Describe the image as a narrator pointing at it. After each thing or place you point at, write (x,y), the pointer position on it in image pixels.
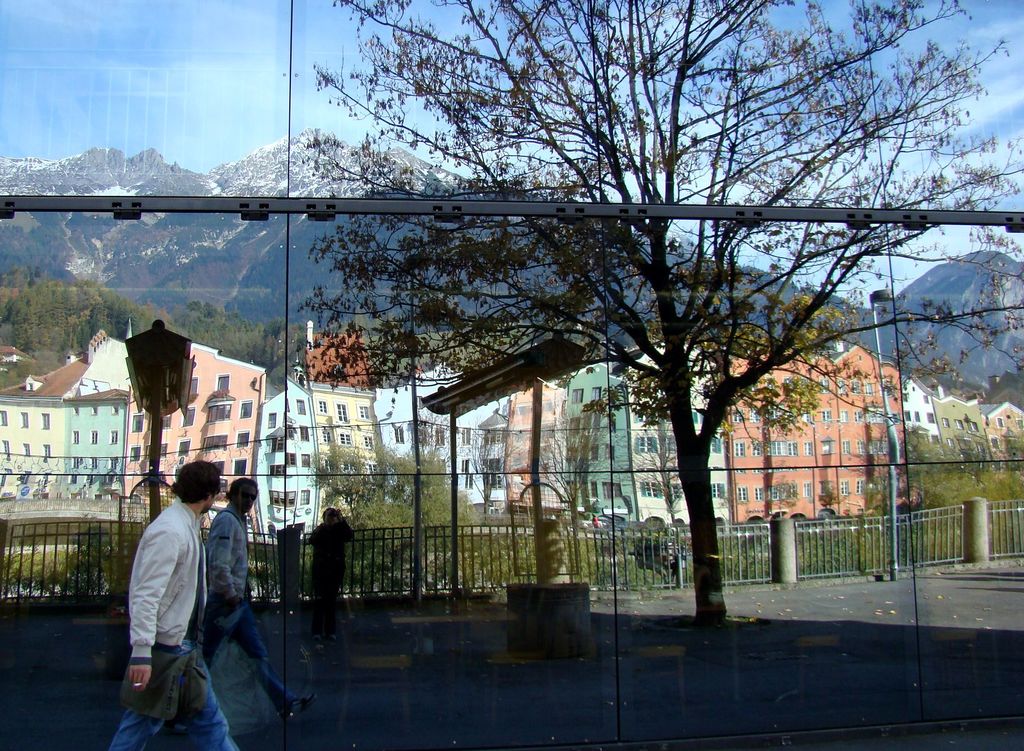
In this image I can see the person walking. In the background (302,430) I can see the glass wall (229,289). In the glass wall (345,580) I can see few buildings (514,420) in multi color, trees (402,329) in green color. I can also see the mountains (287,158) and the sky (93,39) is in blue and white color.
